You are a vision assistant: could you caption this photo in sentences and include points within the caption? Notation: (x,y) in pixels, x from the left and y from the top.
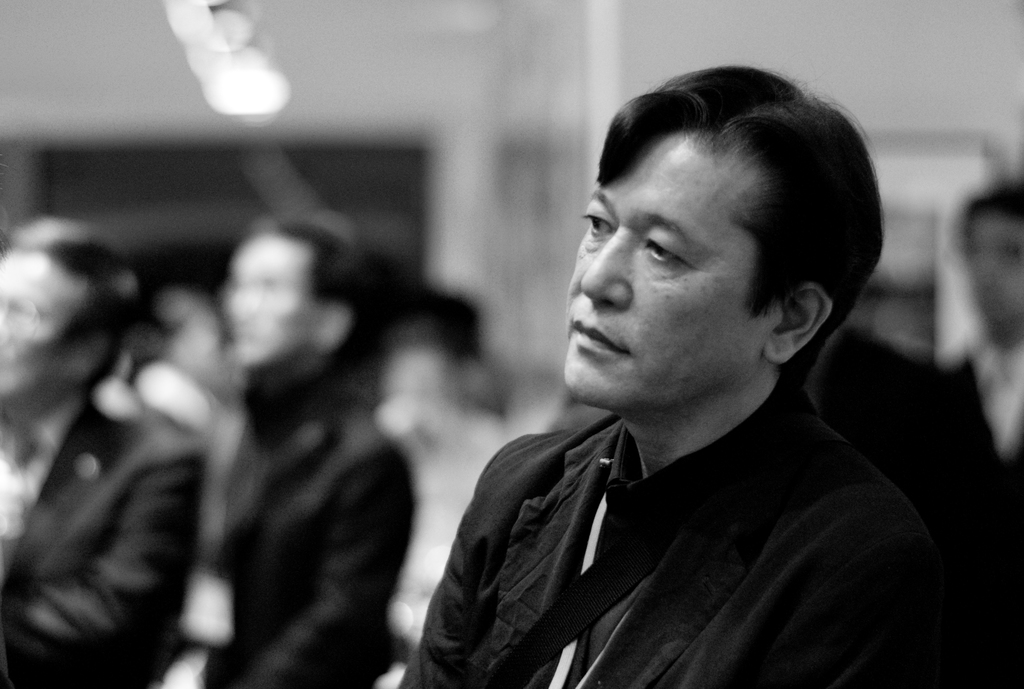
It is a black and white image. In this image we can see the people (397,363). We can also see the lights (248,84) and the background (313,107) is blurred.
